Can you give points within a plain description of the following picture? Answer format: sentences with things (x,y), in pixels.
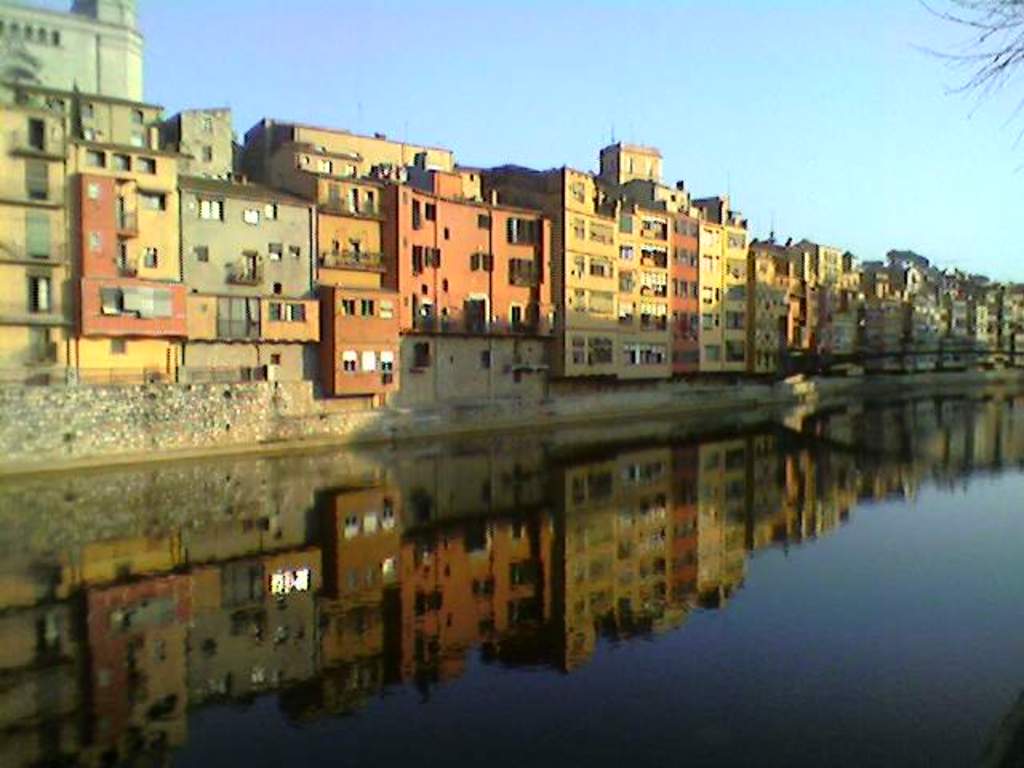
In this image I can see the water (527,536). To the side of the water (537,516) there are many buildings (464,260) which are in yellow, red and green color. To the right (999,61) I can see the tree (983,77). In the back (983,120) there is a blue sky (690,110).
